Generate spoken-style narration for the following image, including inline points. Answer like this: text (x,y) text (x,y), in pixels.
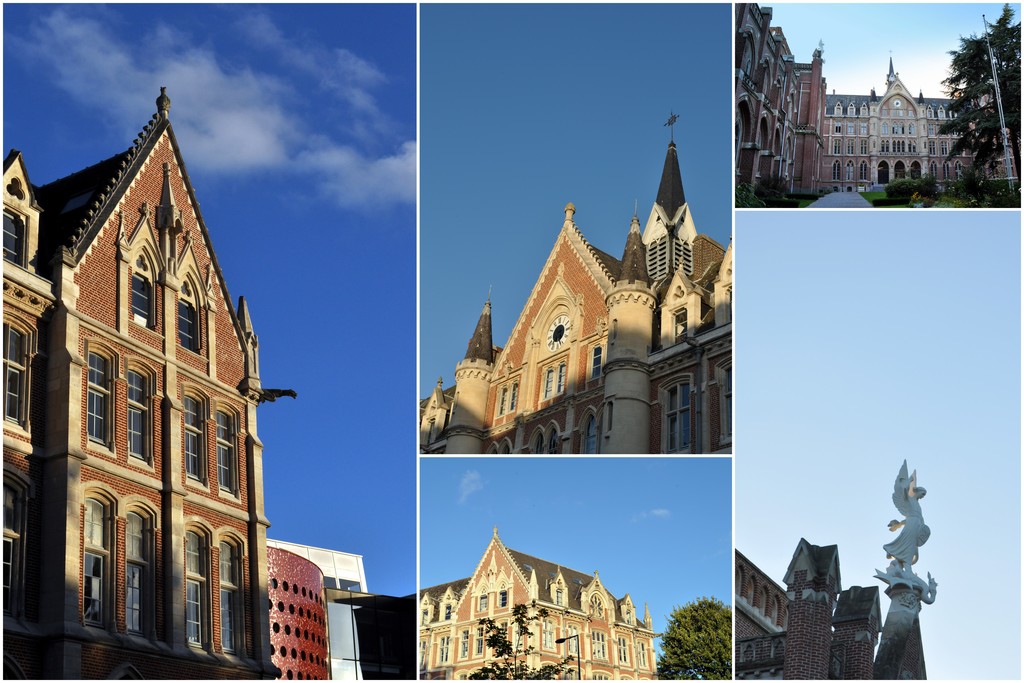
It is the collage of five images. On the left side (152,326) image there is a building (207,388). On the right side (913,514) bottom there is a statue (899,492) in front of the building (813,590). In the middle (540,401) there are two buildings (563,566) in two images.
